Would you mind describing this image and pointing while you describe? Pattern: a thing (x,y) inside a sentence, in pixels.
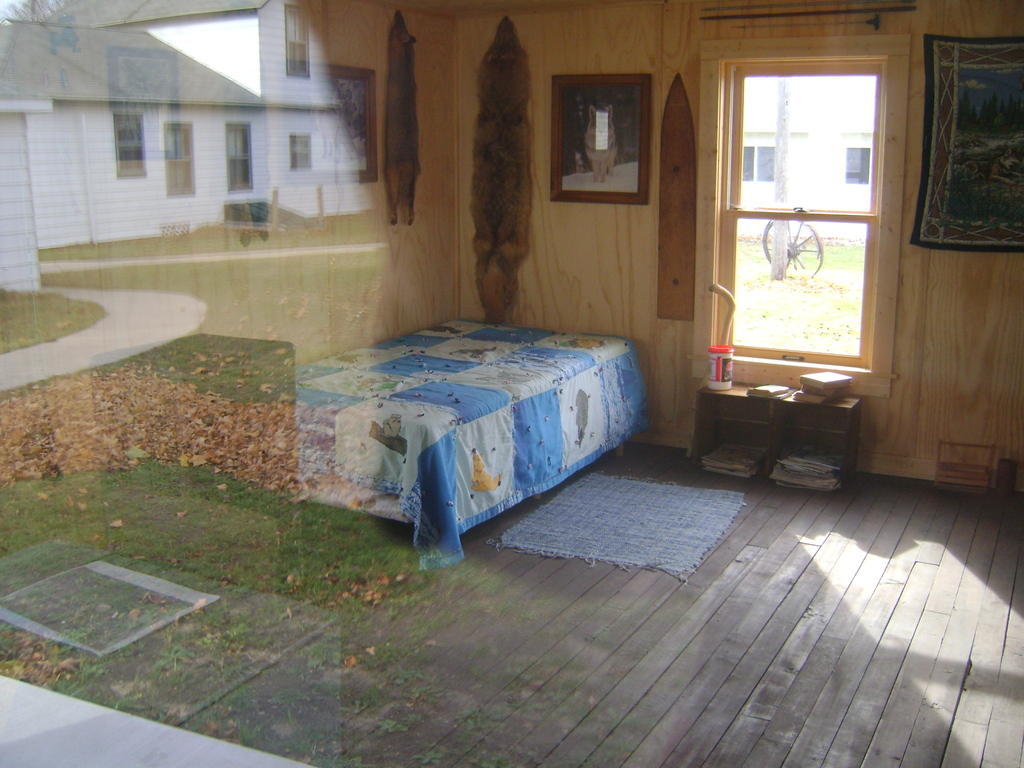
This is a picture of a bedroom (462,377). In the foreground (329,443) there is a glass (285,236), in the glass (191,277) we can see the reflection (127,391) of dry leaves (133,416), grass (204,301) and building (160,127). In the room (529,273) there are frames (626,139), poster (970,193), bed (645,412), desk (791,410), books (817,382), window (843,116), mat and other objects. In the right side of the picture (861,155) there is a window (824,159), outside the window (812,170) there are building (797,191), pole (775,233), wheel (795,262) and grass (802,318).
